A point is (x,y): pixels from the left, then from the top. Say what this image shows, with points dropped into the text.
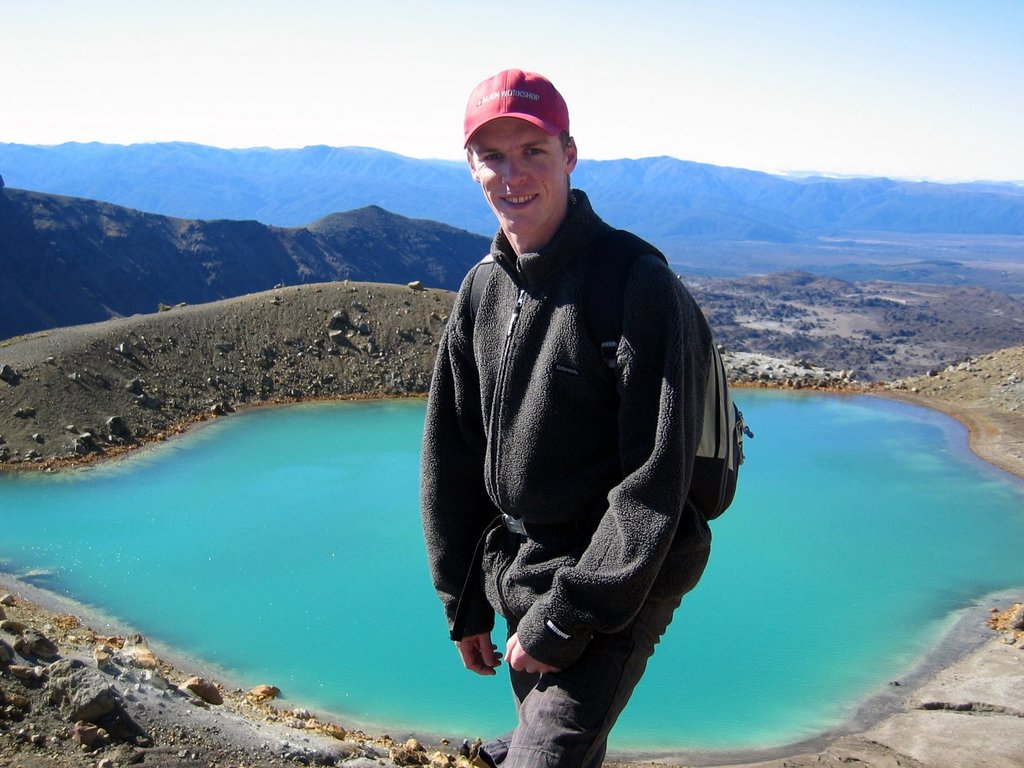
In this image we can see a man (545,377) standing wearing a bag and a cap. On the backside (295,697) we can see a large water body (416,601), some stones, the hills (653,200) and the sky (603,83) which looks cloudy.
